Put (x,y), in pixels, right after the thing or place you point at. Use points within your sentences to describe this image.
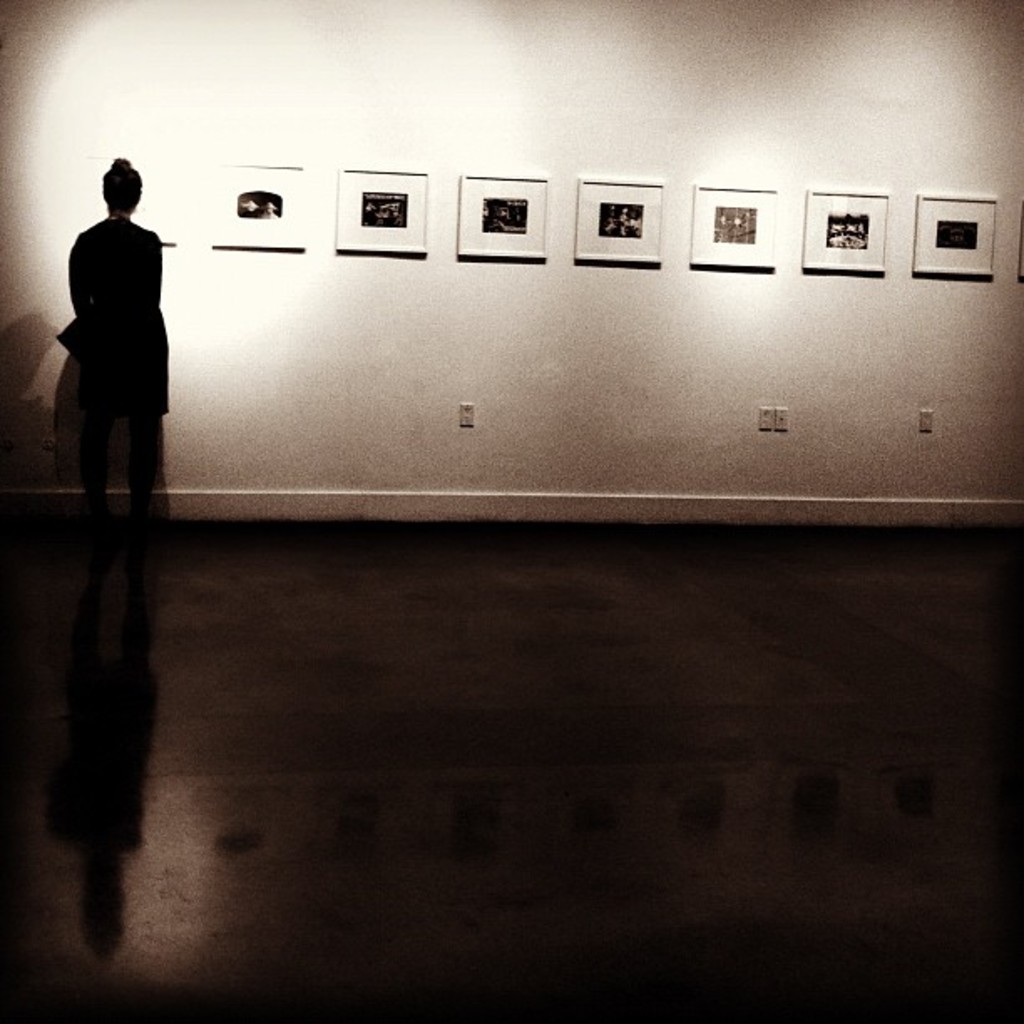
In this image we can see a person (96,437), there are some photo frames (603,192) on the wall (617,316), also we can see the shadow (133,723) of a person (102,527) on the floor (495,747).
